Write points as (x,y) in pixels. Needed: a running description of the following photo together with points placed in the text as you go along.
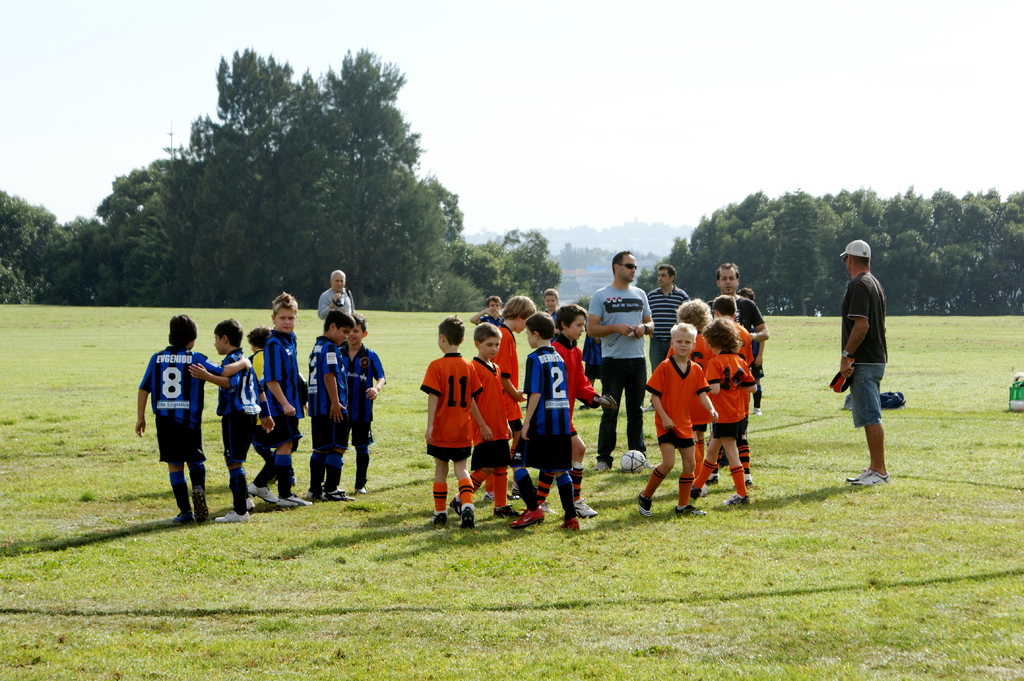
In the picture we can see some children (687,475) are standing on the grass surface (922,557) wearing a sportswear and in the background (562,261), we can see some trees (936,224), hills (657,249) and sky (797,6).
